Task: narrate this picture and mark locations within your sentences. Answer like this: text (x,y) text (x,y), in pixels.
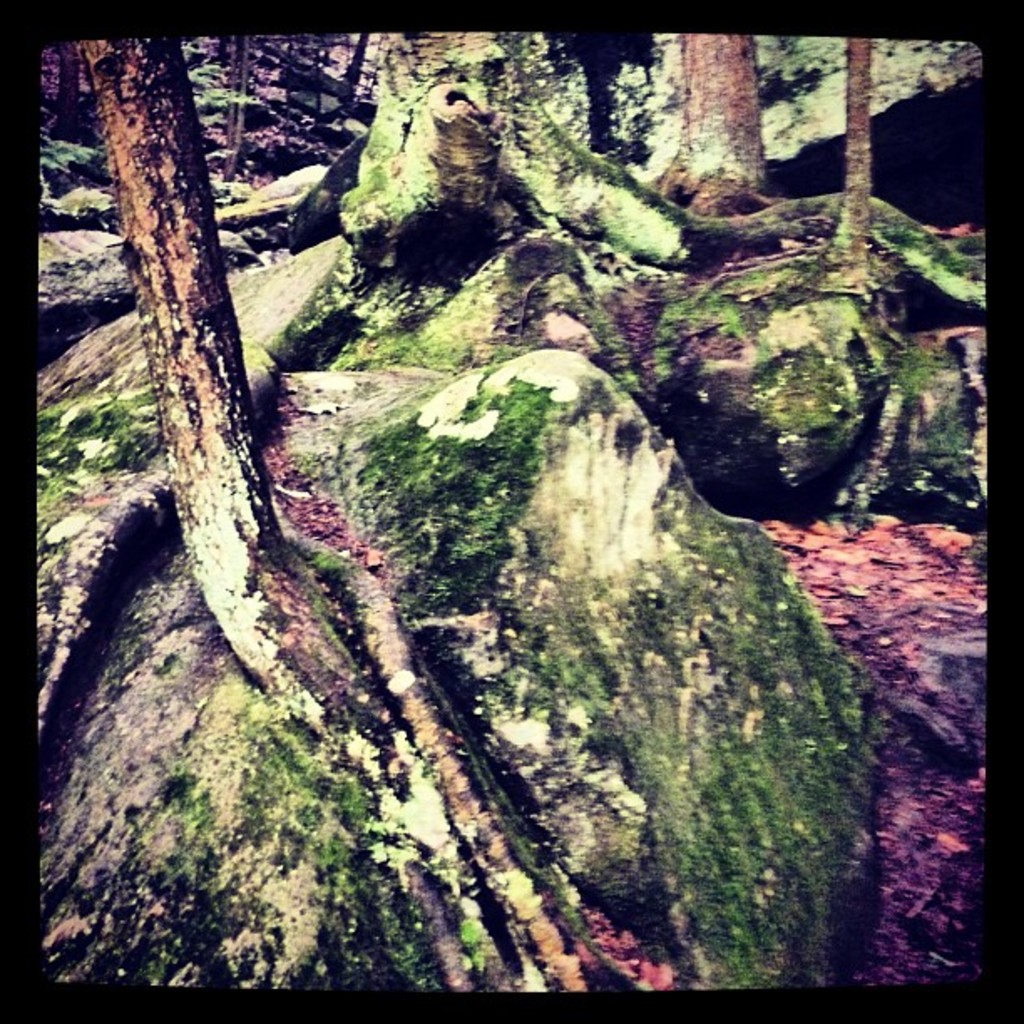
There are tree trunks (418,192) and rocks (75,486).
